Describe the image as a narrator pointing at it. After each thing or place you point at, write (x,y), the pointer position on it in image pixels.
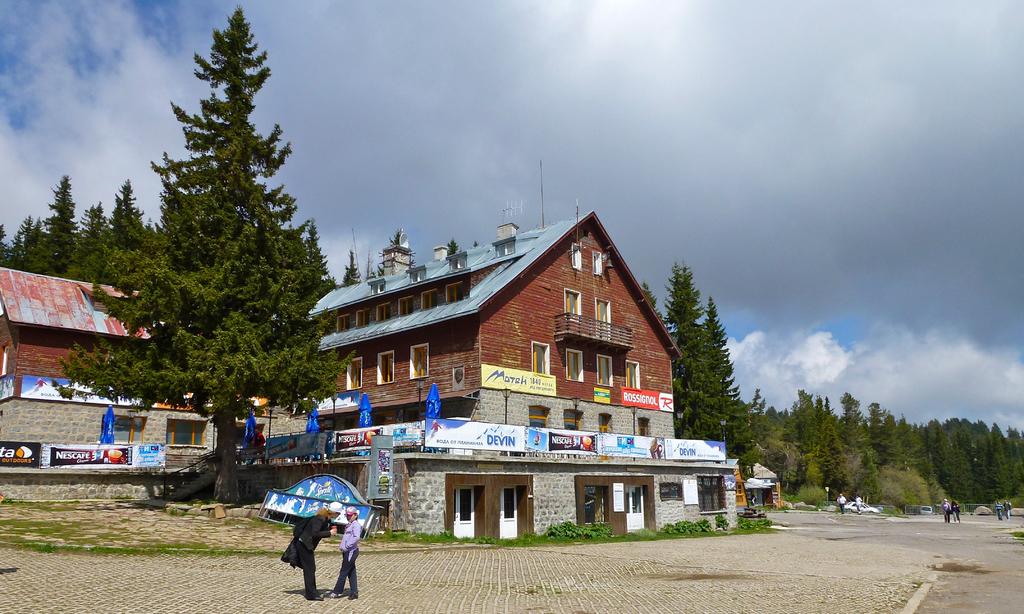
In the image we can see there are buildings (405,348) and these are the windows (411,363) of the building (502,331). This is a fence (607,328), footpath (630,576), trees (769,419), doors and a cloudy pale blue sky (878,243). We can see there are even people (946,515) standing and some of them are walking, they are wearing clothes (353,544) and some of them are wearing a cap (343,509). This is grass (206,548).
